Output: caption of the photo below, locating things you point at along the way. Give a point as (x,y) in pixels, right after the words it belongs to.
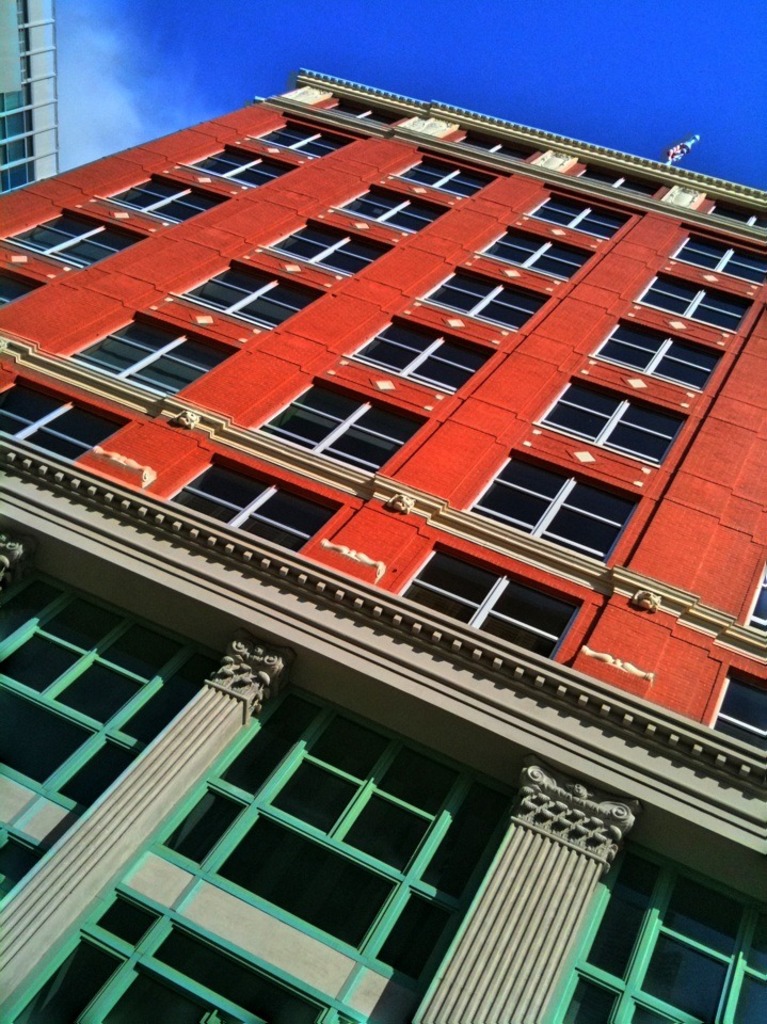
This is a building (351,405) with the windows (282,243) and the pillars (29,961). At the top of the building (659,178), I can see a pole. This is the sky (527,38).
